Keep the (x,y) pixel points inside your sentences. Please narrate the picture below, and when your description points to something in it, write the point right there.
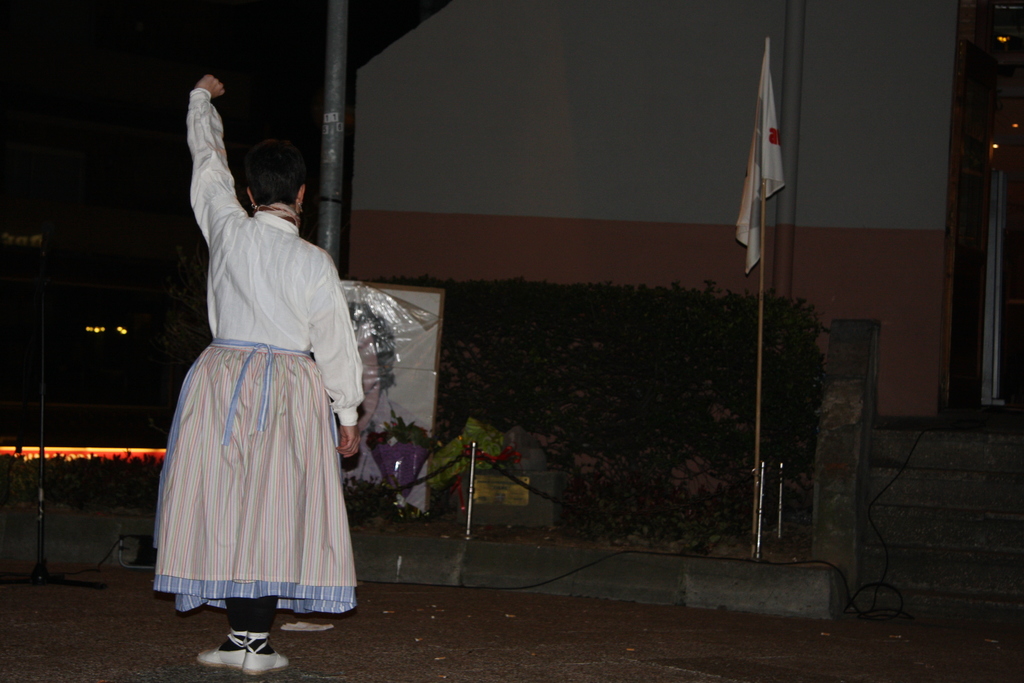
In this image there is a woman (235,496) standing on the ground (326,682). In front of her there is a pole (331,220). Near to the pole (332,246) there is a board (400,376). There is a bouquet (404,462) near the board (426,392). Around the pole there is a railing (780,489). Near to the railing (762,489) there is a flag (751,206) to a stick (760,372). Behind it there are hedges (594,346). In the background (652,119) there is a wall (675,122) of a house (787,150). To the right (953,484) there are steps (939,480). To the left (95,384) it is dark.
